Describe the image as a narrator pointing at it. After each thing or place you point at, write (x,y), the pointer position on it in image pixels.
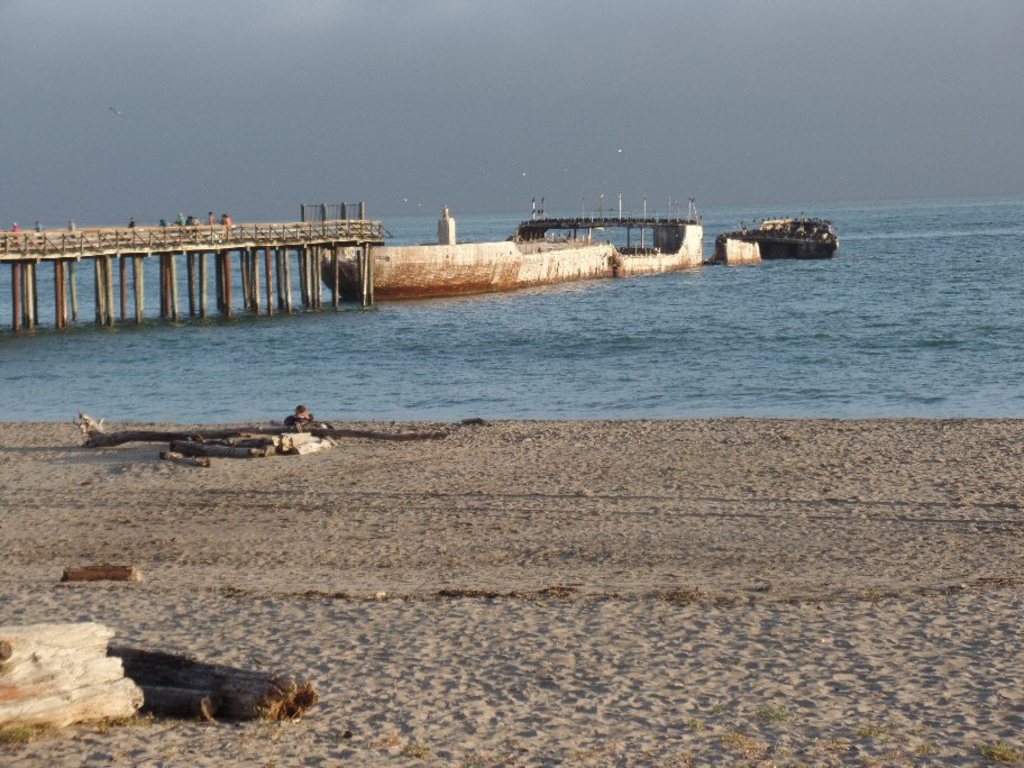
In this image, we can see sand (518,666) and wooden logs (36,680). Background (871,400) we can see the water (738,371), bridge (195,238), pillars (255,277), people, railings (277,238), boats (543,280) and sky (611,141).
